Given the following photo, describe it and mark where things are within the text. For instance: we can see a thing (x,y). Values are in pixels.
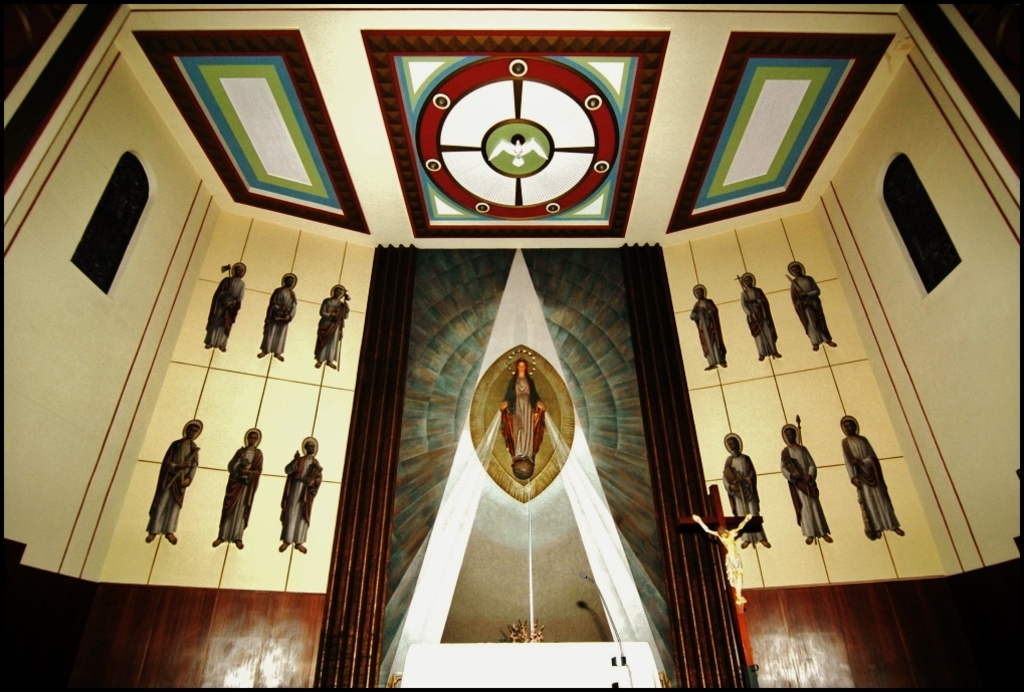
Here in this picture in the middle (537,312) we can see the wall (579,346) is designed with tiles (427,497) over there and in the middle (524,390) we can see a picture (517,402) of a god (514,439) over there and beside that on the walls (721,394) we can see statue designs (760,351) present and on the roof (463,236) also we can see some designs (283,69) present over there and below that we can see a microphone (627,668) present on the table (564,653) over there.
